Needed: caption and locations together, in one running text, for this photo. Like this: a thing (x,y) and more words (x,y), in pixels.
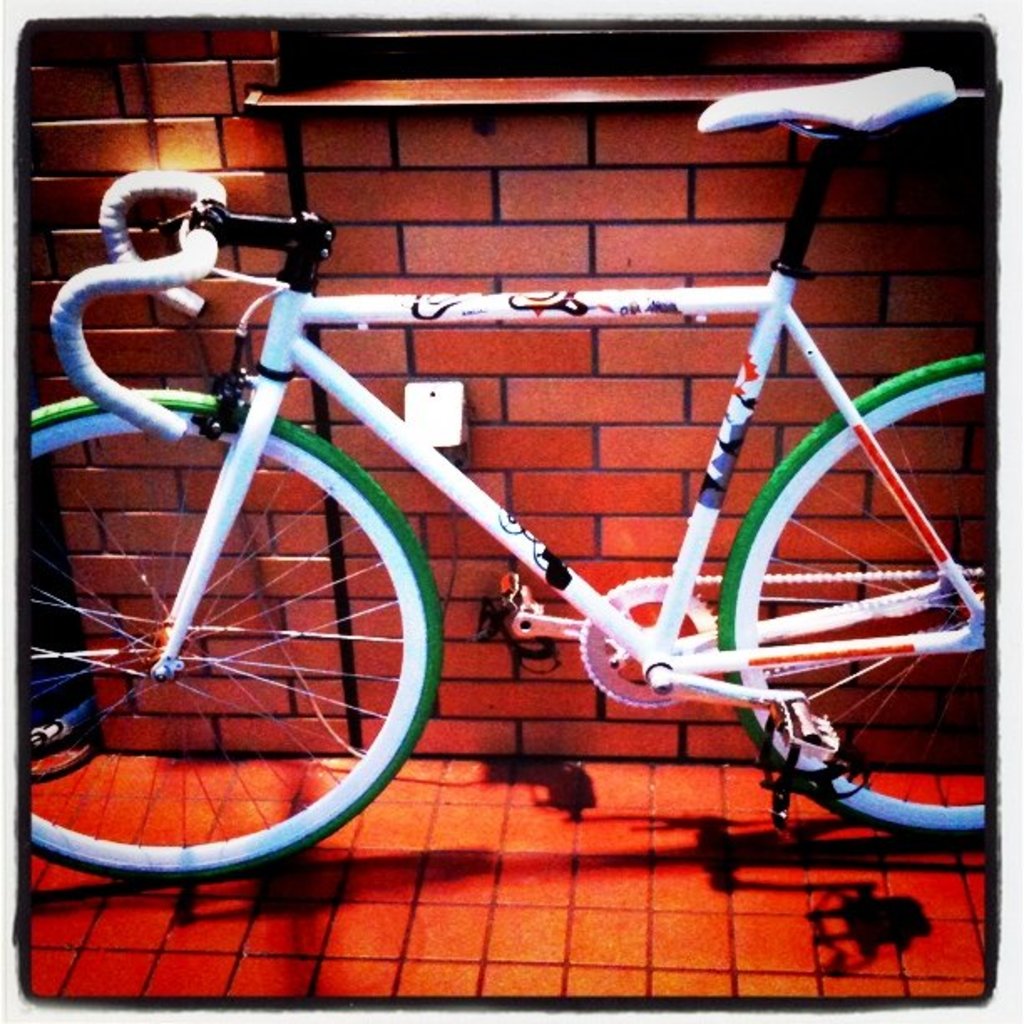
This picture shows a bicycle (193,504). it is white in color and we see a brick wall (537,248).
